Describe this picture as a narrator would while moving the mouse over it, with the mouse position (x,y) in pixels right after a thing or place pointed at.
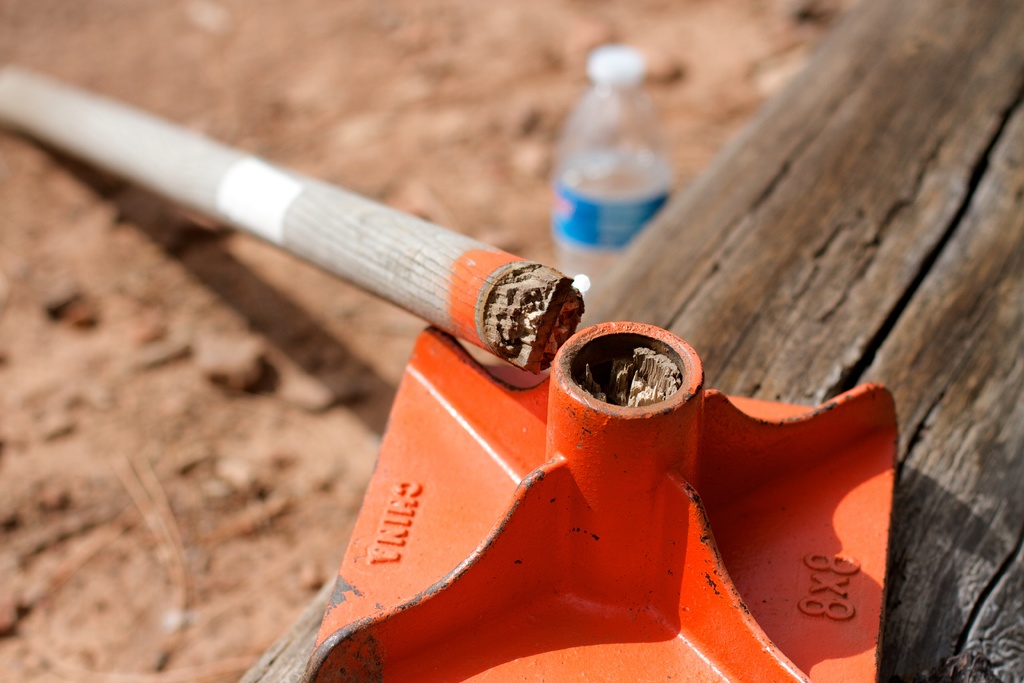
In the left middle (289,242), a stick (282,229) is there. In the right (960,19), a wood (968,332) is visible on which a metal tamper head (684,519) is kept. Beside that a bottle (631,206) is visible. And ground (522,152) visible. This image is taken on the ground (377,173) during day time.
